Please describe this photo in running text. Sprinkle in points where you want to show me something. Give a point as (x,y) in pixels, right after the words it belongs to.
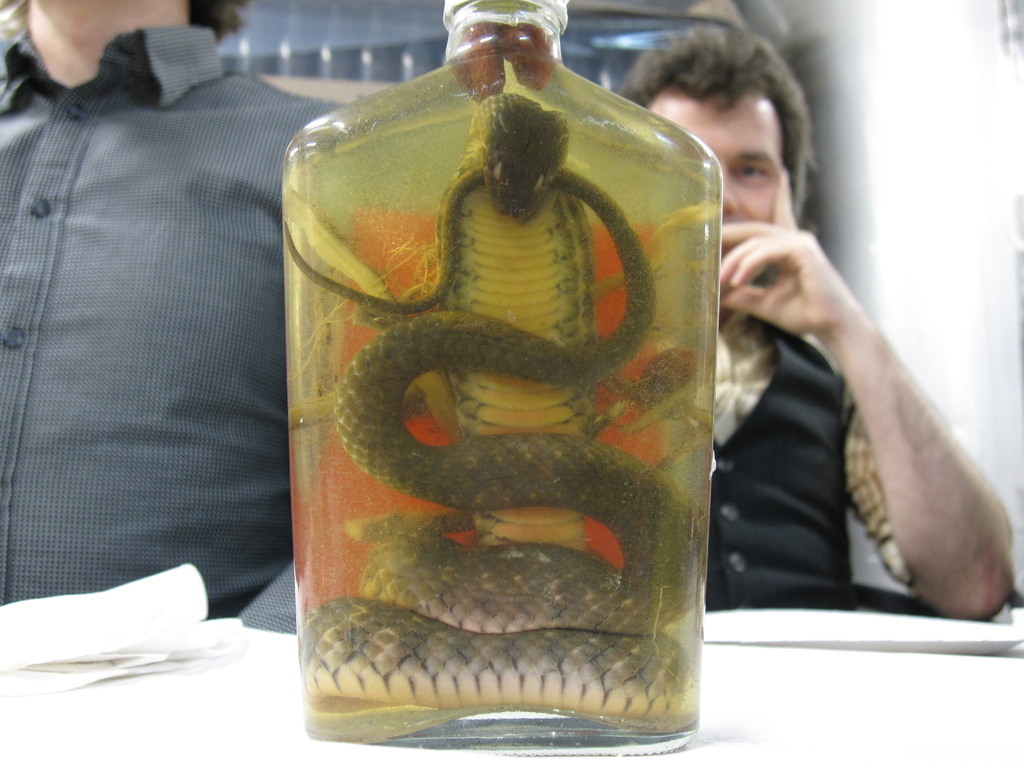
In the image in the center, we can see two persons (87,166). In front of them, there is a table (195,711). On the table (195,711), we can see tissue papers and one bottle (570,556). In the bottle (551,463), we can see one snake (460,333).
